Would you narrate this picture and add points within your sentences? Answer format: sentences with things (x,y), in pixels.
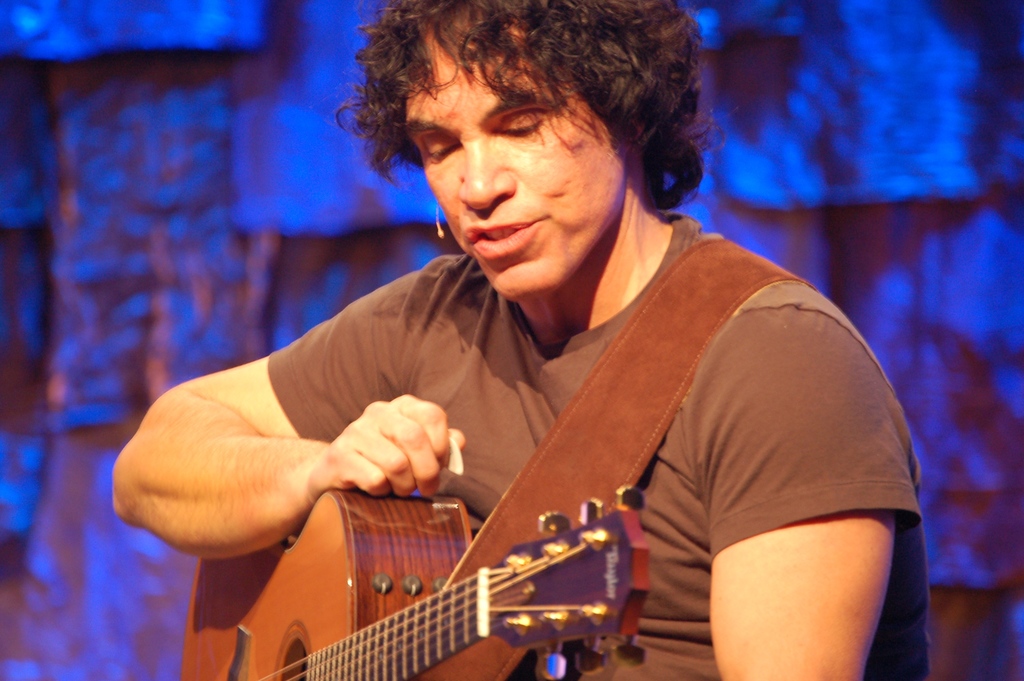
This image is clicked in a concert. There is a man (600,275) playing guitar (399,604). He is wearing a brown color shirt (718,415). In the background (129,224), there is blue color.
